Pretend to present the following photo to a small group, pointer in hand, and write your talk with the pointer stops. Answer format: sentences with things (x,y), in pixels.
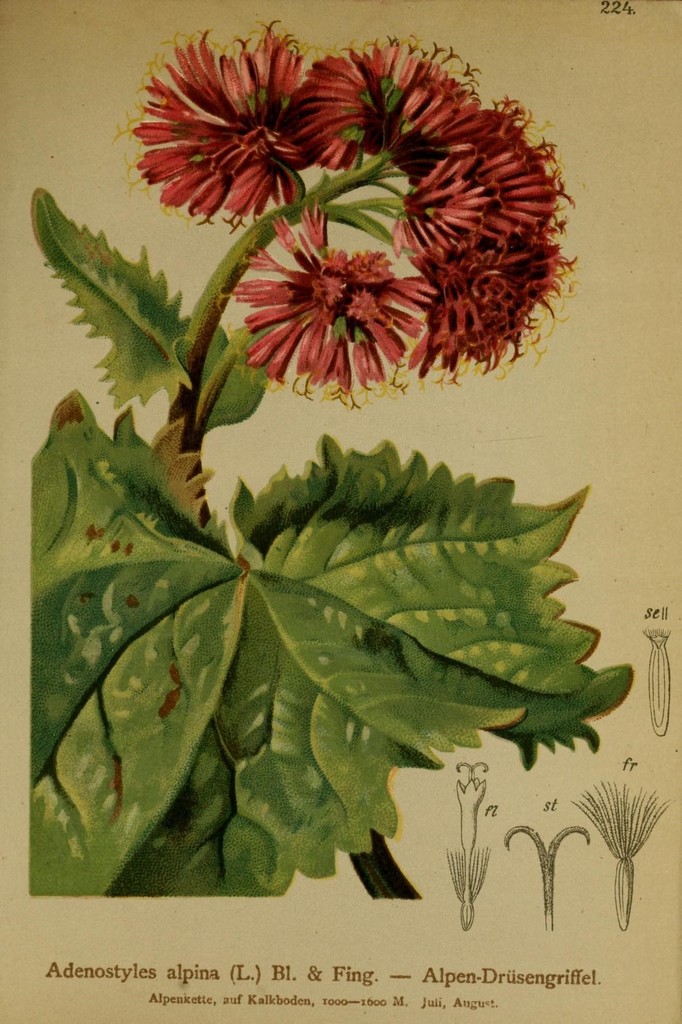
In this image I can see a poster (186,840). In this poster (339,963) I can see a flower plant (516,284) and flower parts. Something is written on this poster (208,956).
